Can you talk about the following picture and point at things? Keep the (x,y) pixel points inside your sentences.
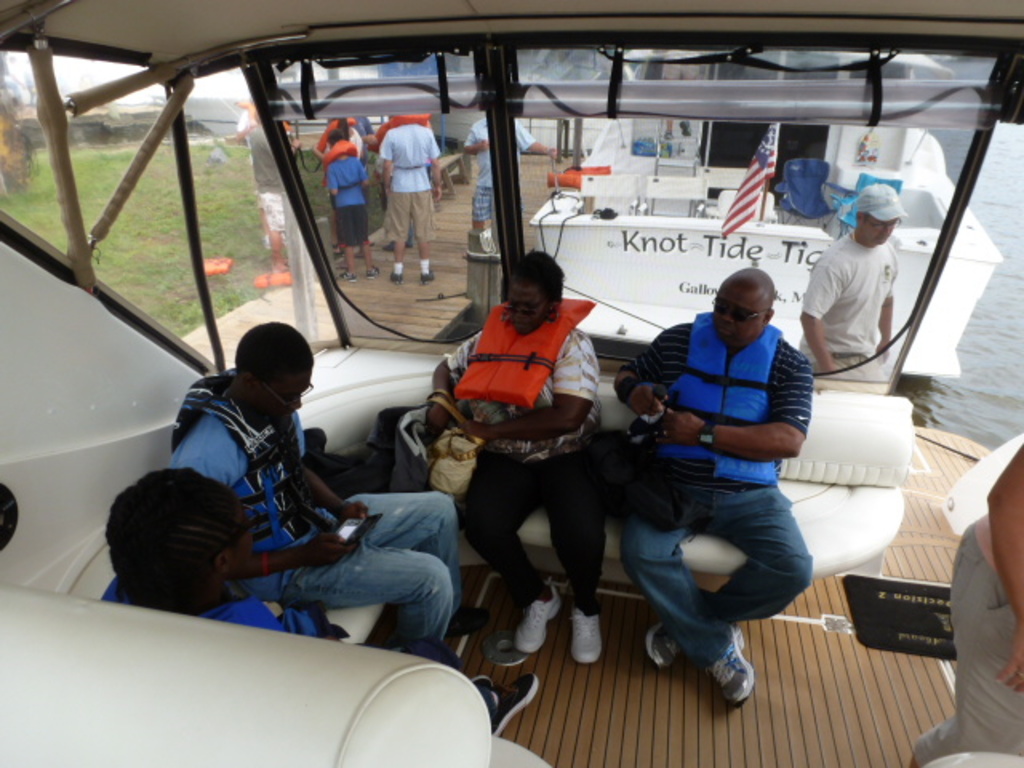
In the center of the image (402,370) we can see one boat (534,535). In the boat (546,539), we can see a few people (582,535) are sitting and they are wearing jackets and they are holding some objects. Around them, we can see a few other objects (833,101). In front of the boat (726,15), we can see one more boat (546,220) and few people (416,220) are standing. On the other boat (683,217), we can see one flag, chairs (801,168), one bag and a few other objects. In the background (65,70) we can see the sky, clouds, buildings (322,68), one tree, grass (143,264) etc.
